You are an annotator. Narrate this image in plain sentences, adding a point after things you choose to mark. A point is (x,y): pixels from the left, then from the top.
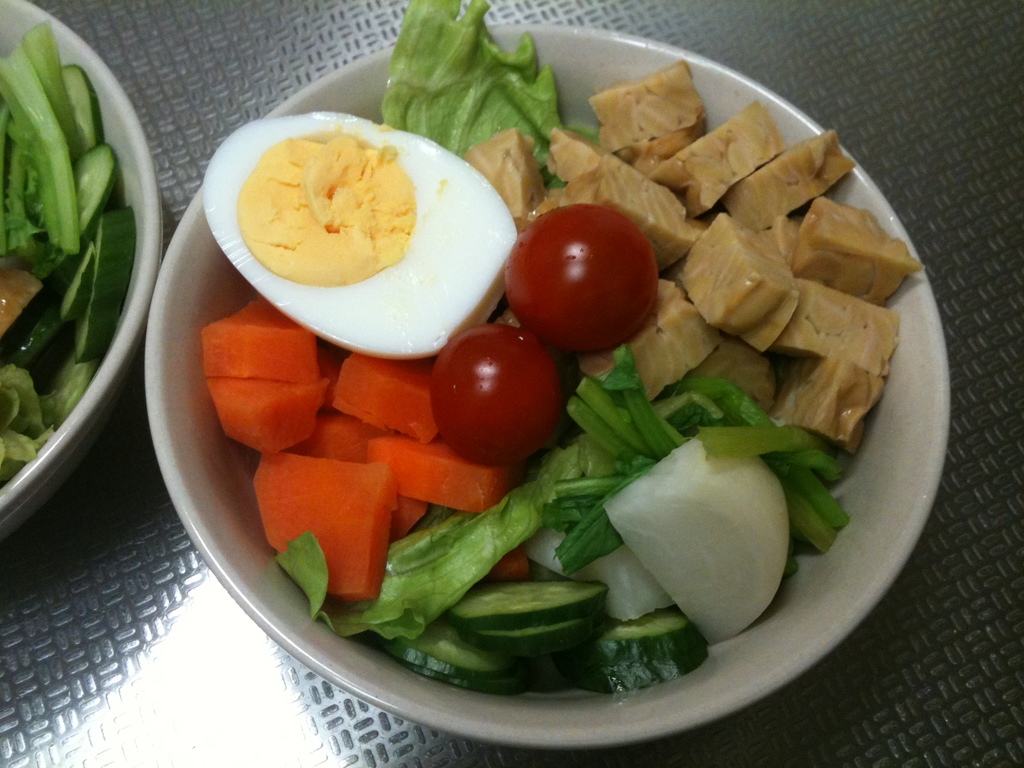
In this picture we can see bowls (398,130) on the metal surface (815,49) with food items (224,348) in it.
